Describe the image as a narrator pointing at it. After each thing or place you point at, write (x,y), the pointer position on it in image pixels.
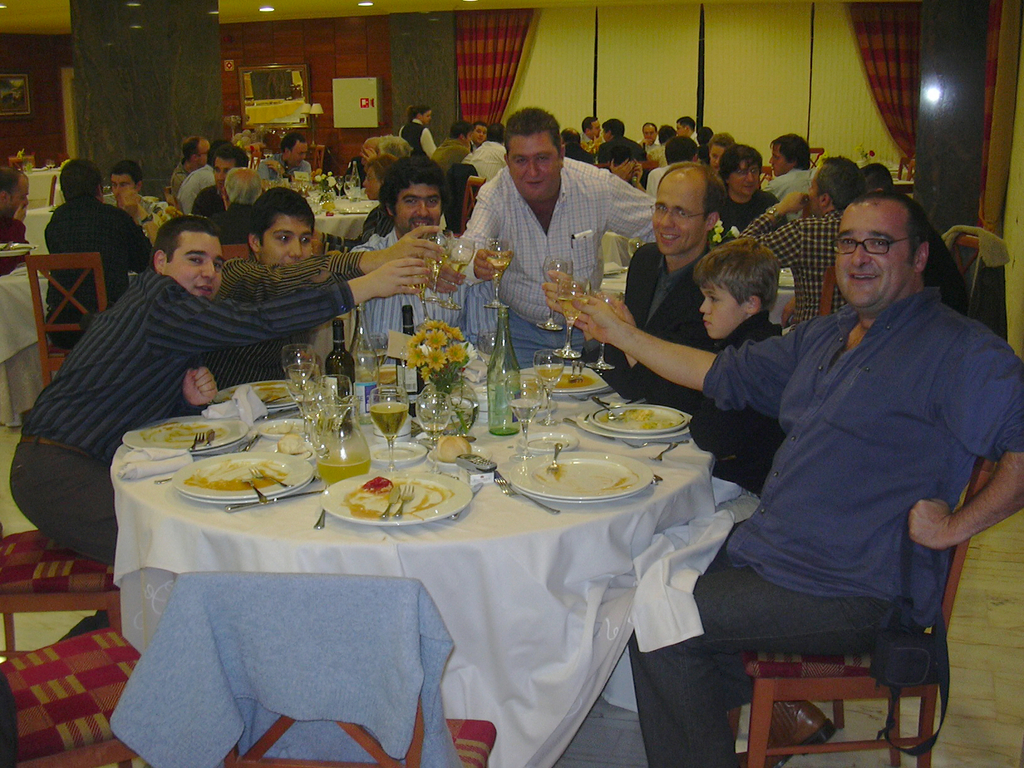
In the image we can see there are lot of people (509,269) who are sitting on the chair (338,767) and there is a table (690,489) in front (373,515) on which there are plate (423,507), fork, wine glass (387,405), jar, bottle (412,405) and other food items (450,445).
